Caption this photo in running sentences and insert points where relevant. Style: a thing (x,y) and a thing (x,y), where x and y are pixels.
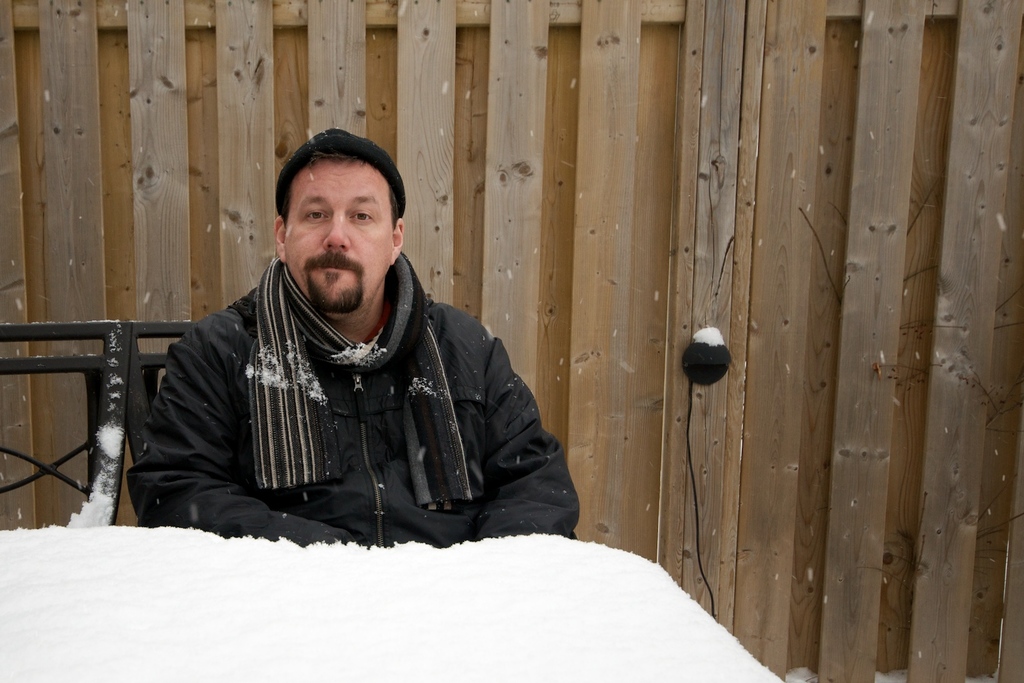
In the center of the image (373,372) we can see a person (405,403) is sitting on one of the attached chairs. In front of him, we can see snow (385,603). In the background (556,148) there is a wooden wall (570,235) and one black color object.
